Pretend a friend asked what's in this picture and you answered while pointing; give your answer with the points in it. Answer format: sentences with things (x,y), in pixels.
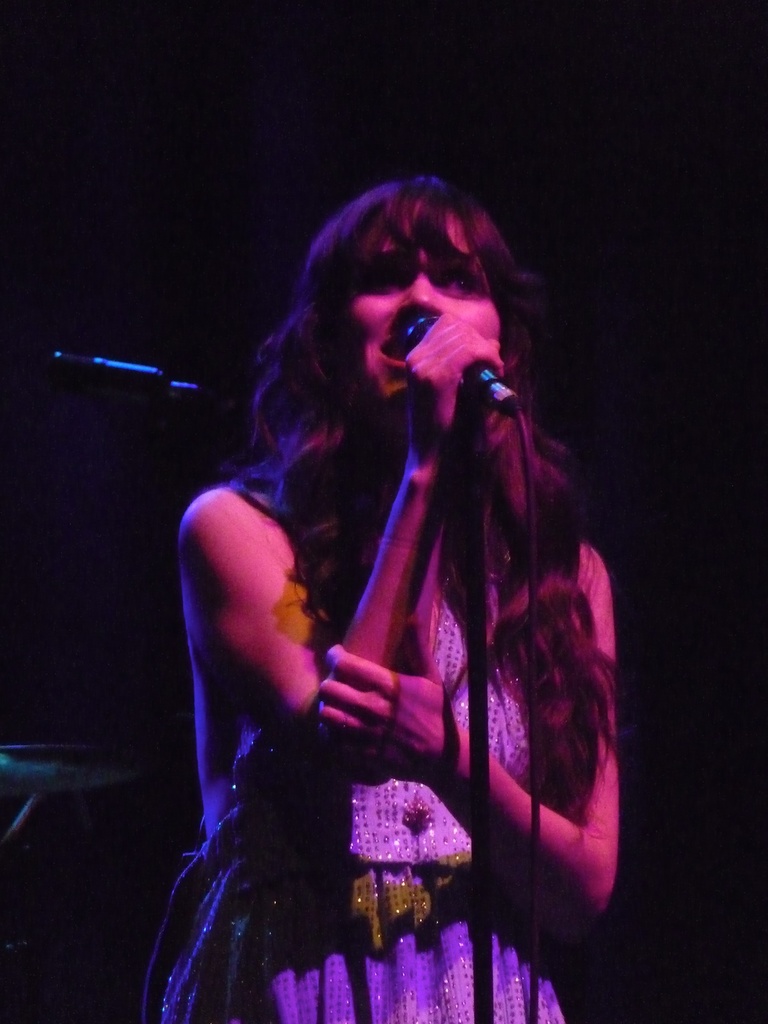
In this picture I can see a woman (496,541) standing, there is a mike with a mike stand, and there is dark background (713,979).
